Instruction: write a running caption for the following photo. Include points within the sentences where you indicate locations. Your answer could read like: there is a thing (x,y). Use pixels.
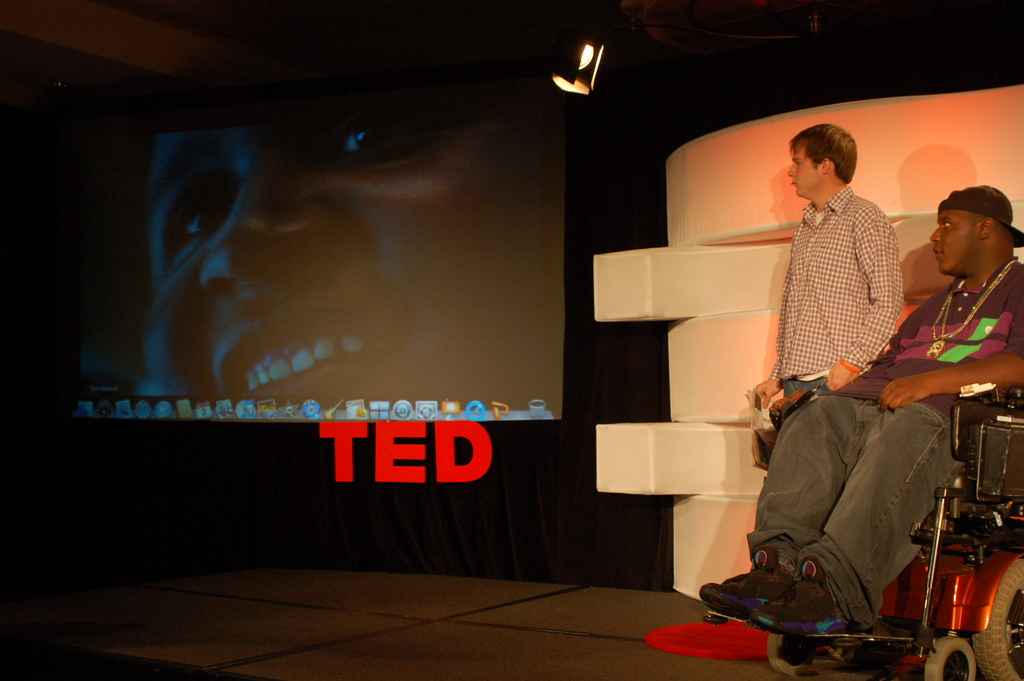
In this picture I can see 2 men (783,431) and the man (897,383) on the right (892,339) is sitting on a chair (955,409) and on the left side of this picture (252,223) I can see a screen (384,175), on which I can see a person's face (324,216) and under the screen (337,401) I see a word (354,429) written. On the top of this picture (568,54) I can see a light (582,63).
